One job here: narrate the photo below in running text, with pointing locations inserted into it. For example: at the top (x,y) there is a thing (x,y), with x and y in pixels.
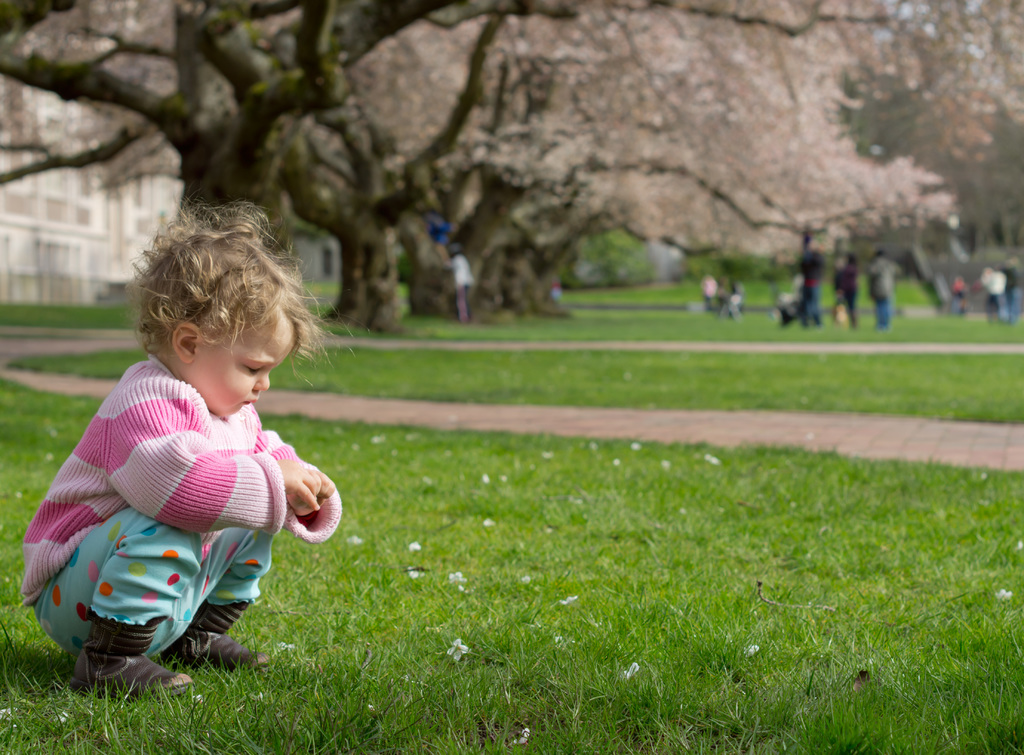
In the foreground of the picture (213,455) there is a kid (203,454) playing in the grass (321,623). In the background (522,156) there are trees (549,220), people (460,309), grass (769,323) and building (100,187).
